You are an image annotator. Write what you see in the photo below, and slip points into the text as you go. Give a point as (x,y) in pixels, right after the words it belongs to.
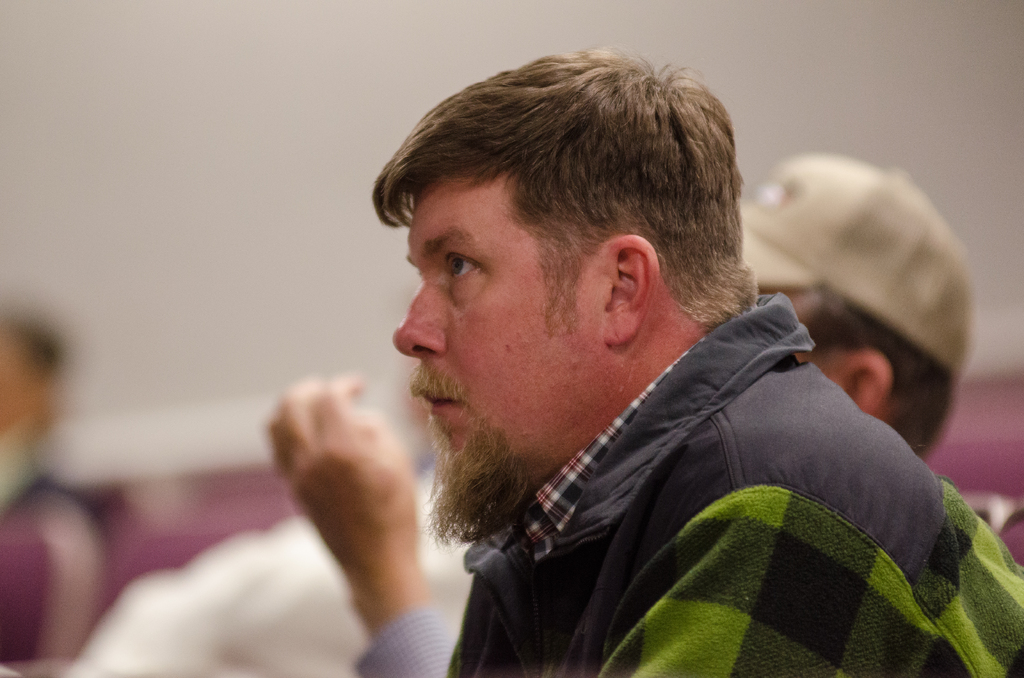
In the image we can see there is a man (764,505) and he is wearing jacket (647,569). There are other people (877,251) at the back (850,257) and behind the image is little blurry.
